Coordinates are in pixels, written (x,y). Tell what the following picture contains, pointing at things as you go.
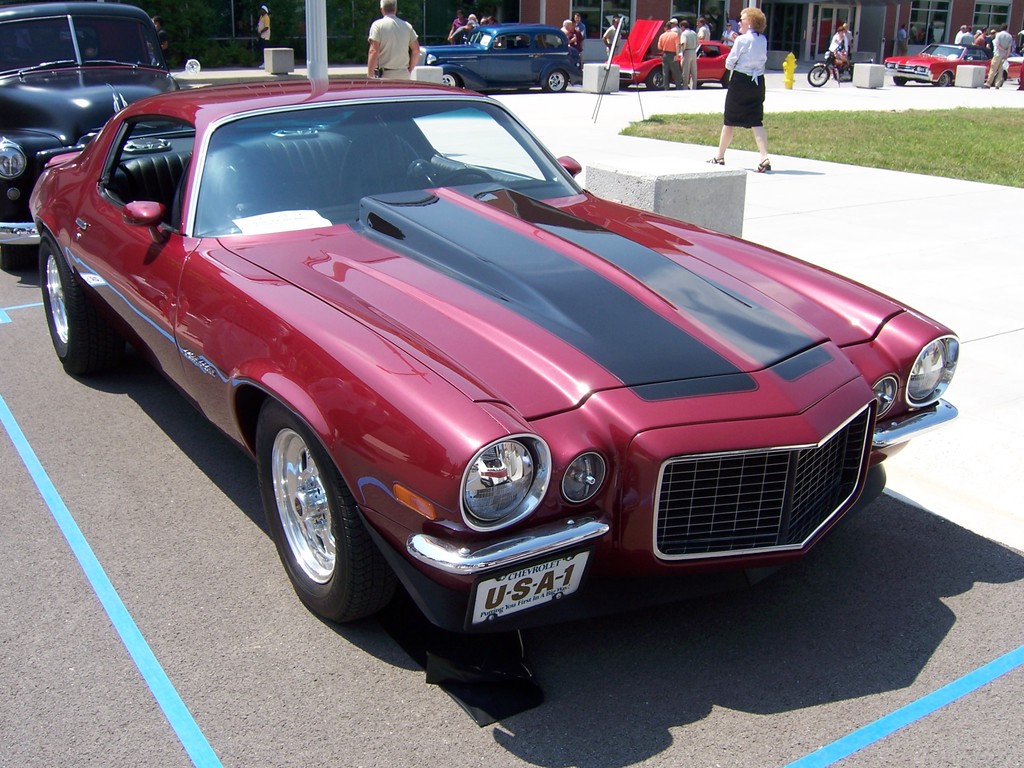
In the picture I can see two cars (106,151) parked in the left corner (238,214) and there are few people (690,36), vehicles (536,67) and buildings (661,17) in the background (834,7) and there is a greenery ground (925,149) in the right top corner (947,144).
